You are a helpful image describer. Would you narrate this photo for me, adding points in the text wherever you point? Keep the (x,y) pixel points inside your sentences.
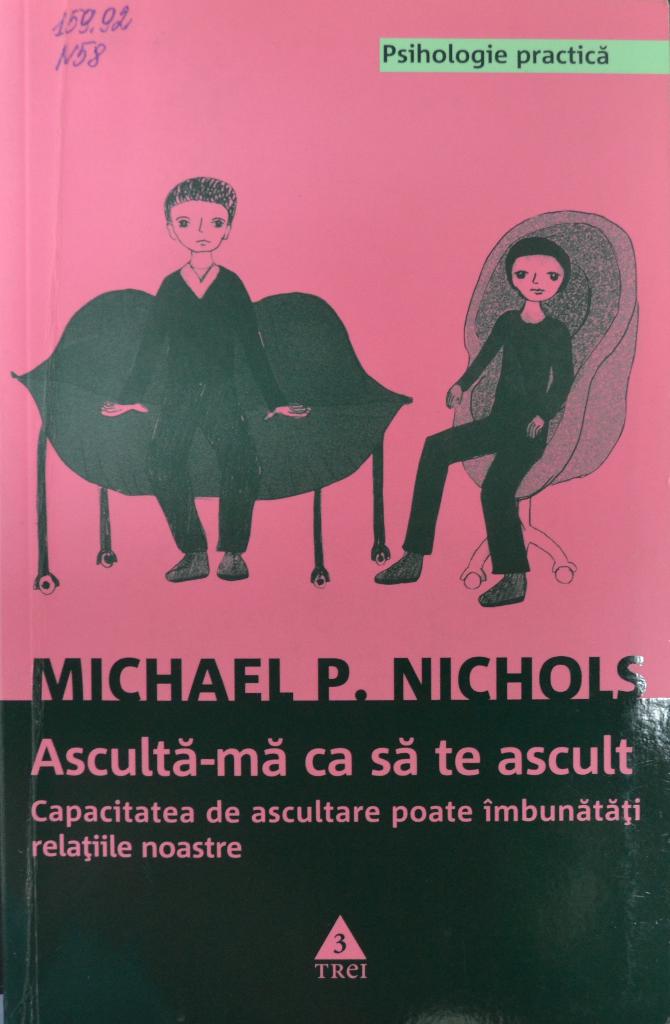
In the image we can see a book (419,31).
